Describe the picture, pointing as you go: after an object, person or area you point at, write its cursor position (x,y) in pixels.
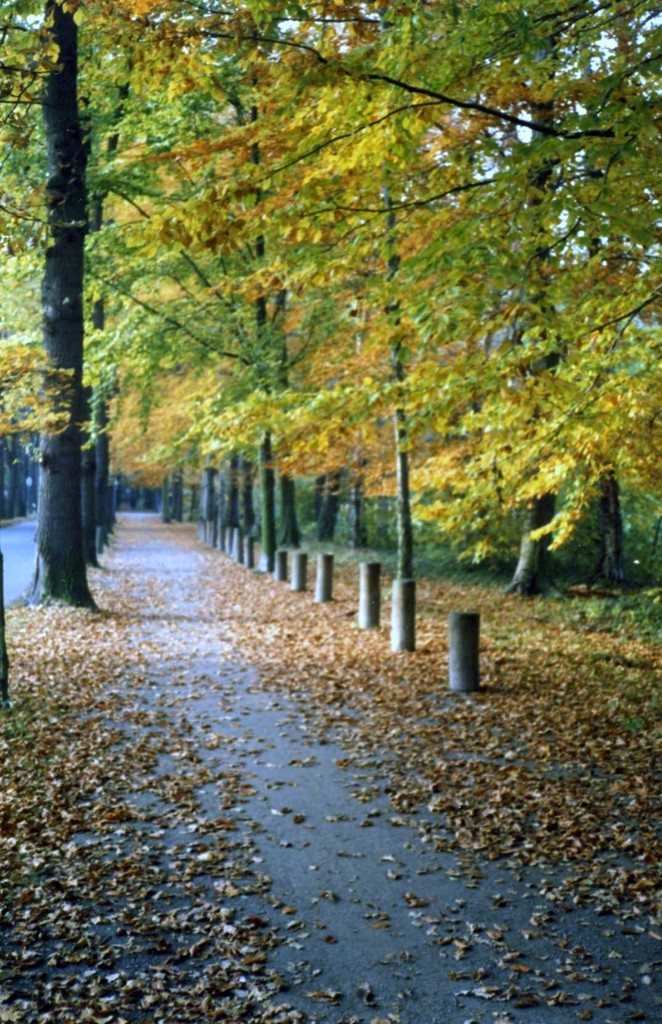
In this image, we can see so many trees (394,511), poles (394,636), walkway (358,979), grass (656,605) and leaves (51,830).
